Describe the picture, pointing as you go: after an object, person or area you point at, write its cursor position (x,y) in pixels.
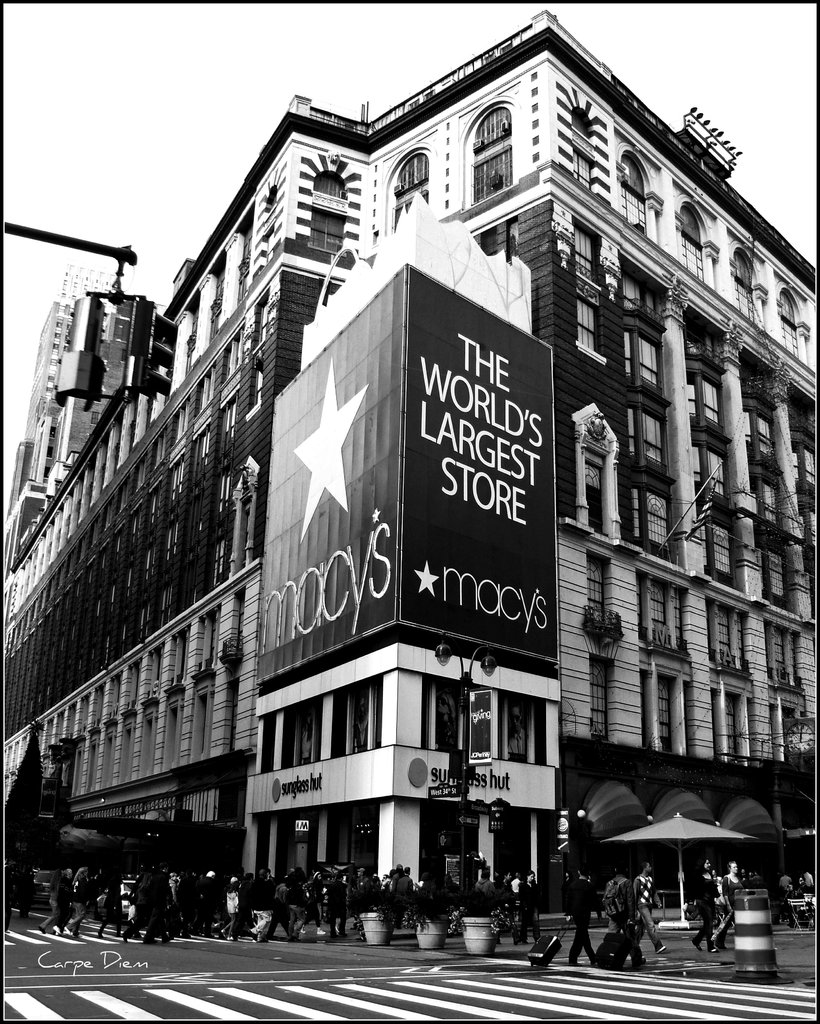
In this picture we can see group of people (210,871), few trees (33,830) and traffic lights (83,347), in the background (250,626) we can find few buildings (170,849), hoarding (359,425) and an umbrella (688,836), at the left bottom of the image (122,967) we can see a watermark (122,967).
